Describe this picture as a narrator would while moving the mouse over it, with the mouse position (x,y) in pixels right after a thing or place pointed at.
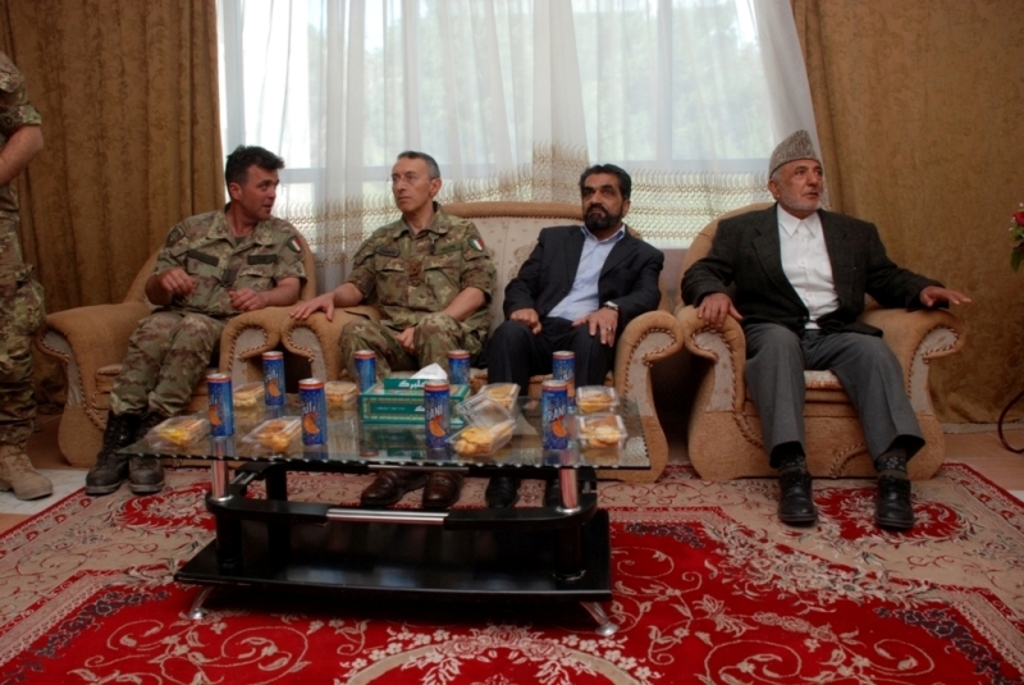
In this picture we can see five persons (153,326) where four men (823,291) are sitting and one is standing and in front of them there is table (263,406) and on table (560,465) we can see boxes (280,432), tins (323,403), some food (356,393) and in background (235,92) we can see curtains (571,86).
